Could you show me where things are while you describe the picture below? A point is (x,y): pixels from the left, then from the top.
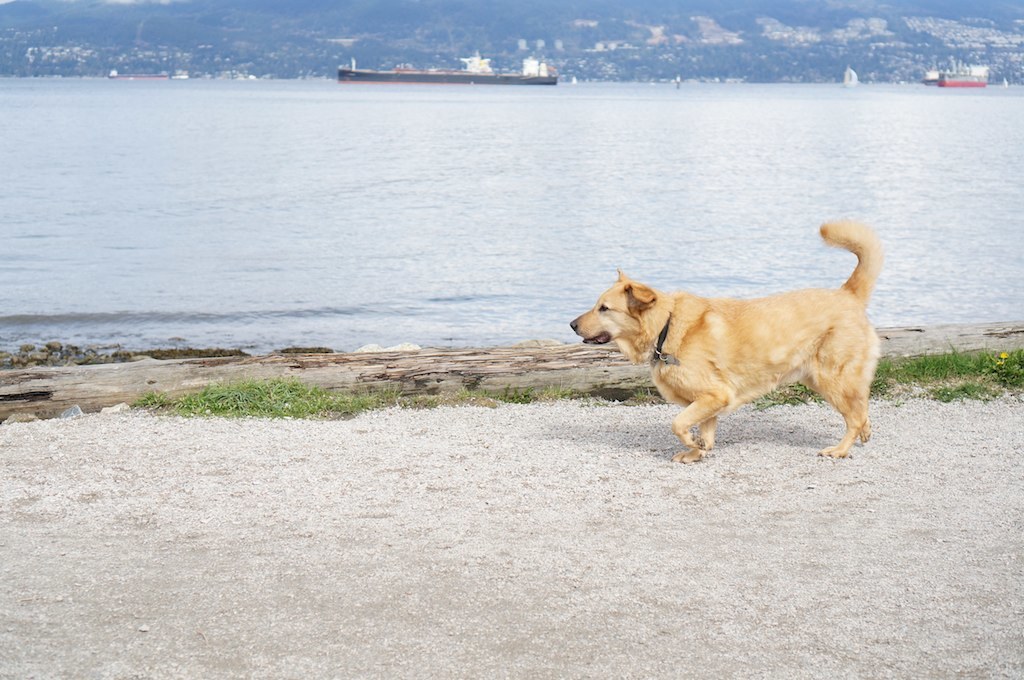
In this image there is a dog (825,371) walking on the land (590,490) having some grass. There are boats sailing on the water (600,193). Background (815,55) there is a hill (580,43).
